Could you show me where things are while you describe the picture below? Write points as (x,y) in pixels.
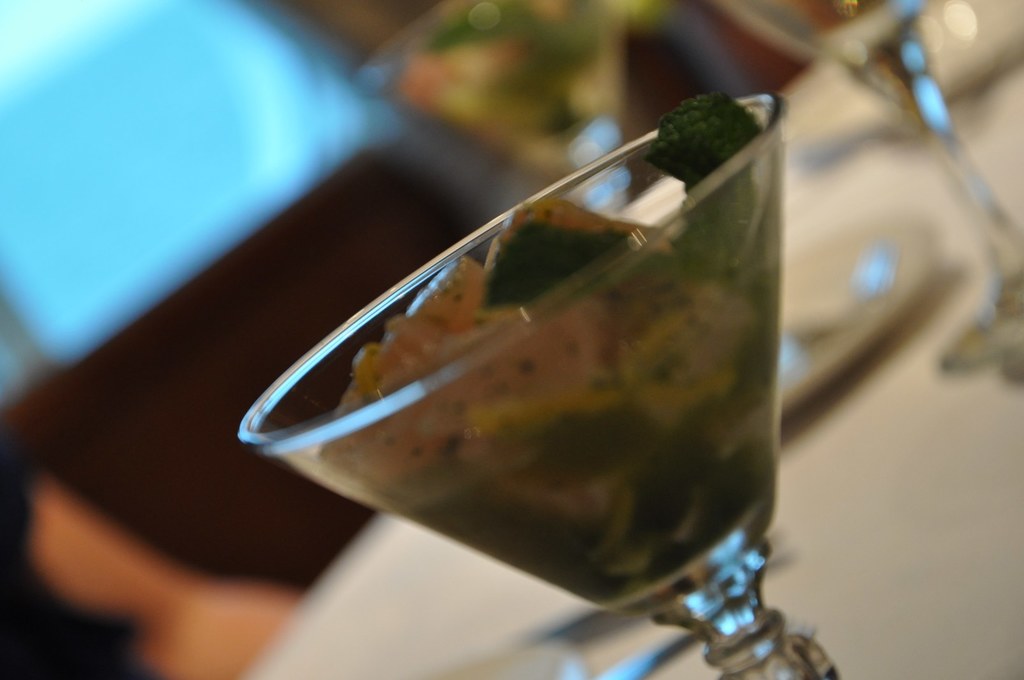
In this image we can see some glasses (781,183) containing food (734,297) and a plate (820,348) which are placed on the table (825,501). At the bottom left (219,676) we can see the hand (134,604) of a person (83,611).
